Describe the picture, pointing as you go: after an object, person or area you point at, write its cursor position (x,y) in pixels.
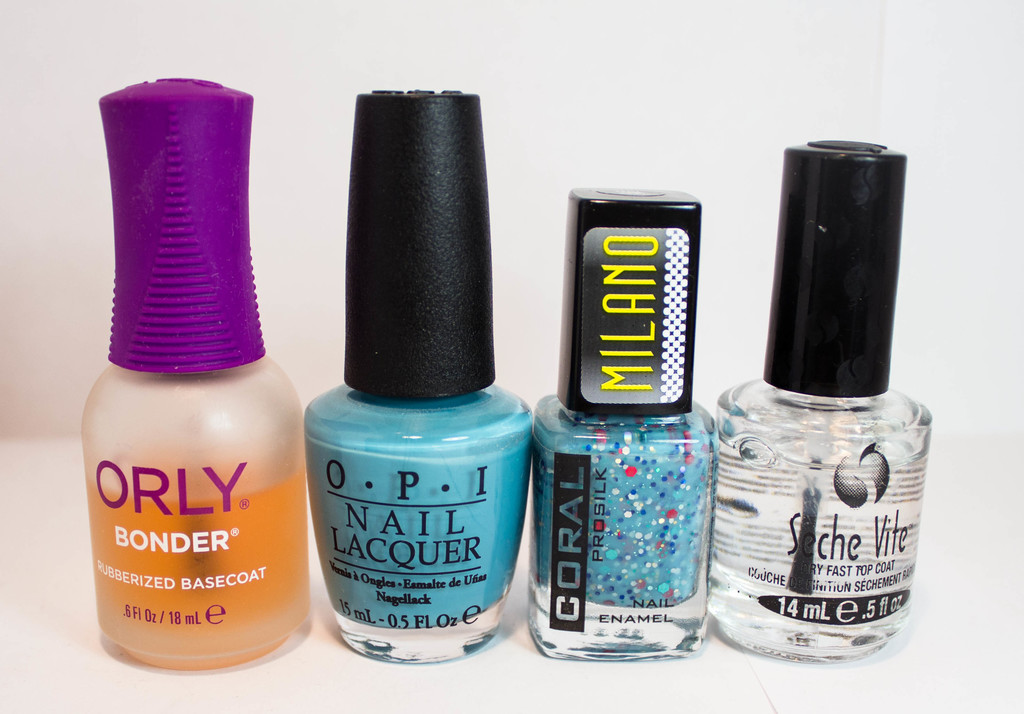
On this white surface (697,666) we can see four nail polishes (661,545). Background it is in white color.
